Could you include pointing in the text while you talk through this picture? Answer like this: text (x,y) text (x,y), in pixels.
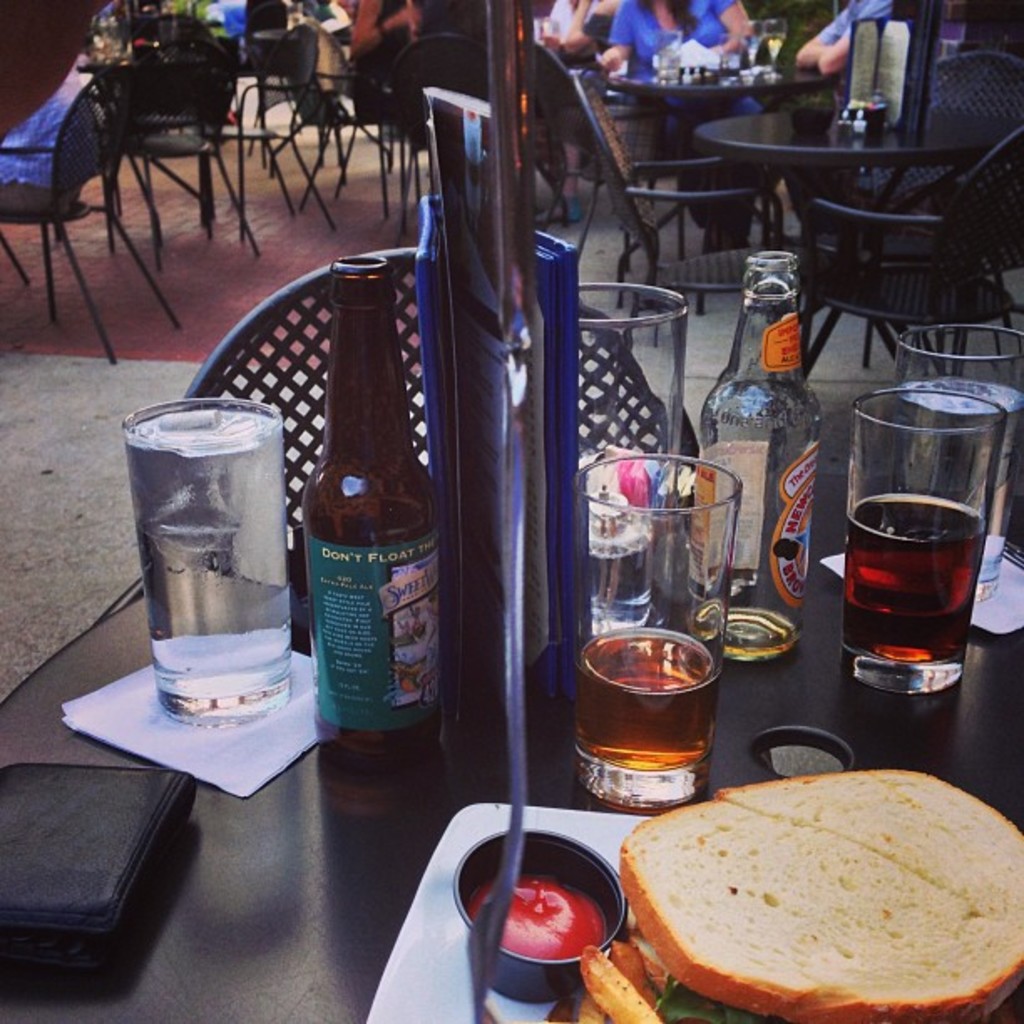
In this image I can see number of glasses (634,757) and bottles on this table (261,764). In the background (158,297) I can see few more chairs (641,193) and tables (657,78). Also I can see few people (641,68).
